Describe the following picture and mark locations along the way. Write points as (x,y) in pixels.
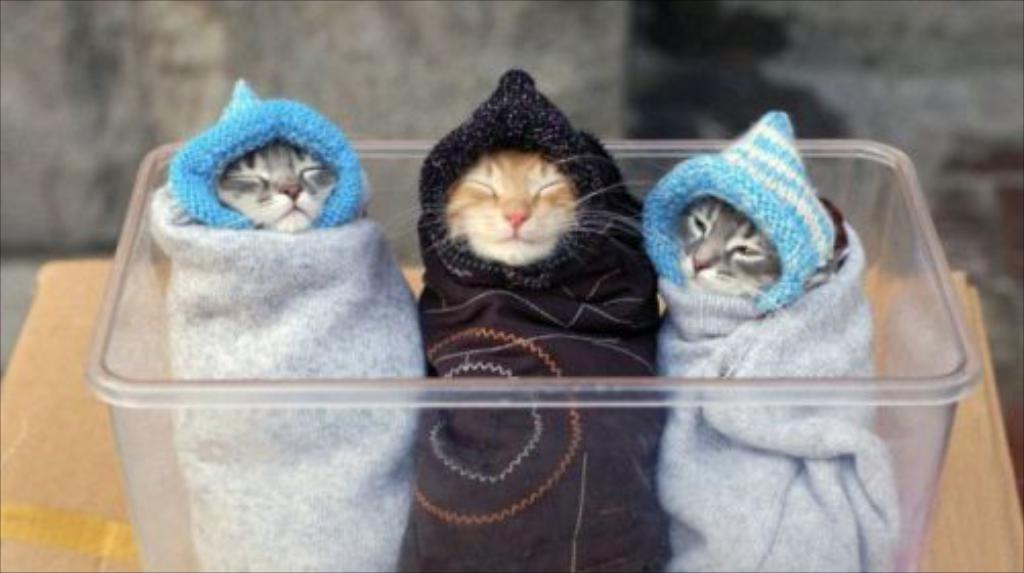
There are three kittens (362,350) in a container (308,381) as we can see at the bottom of this image (599,448), and this container (646,293) is kept on the surface (96,451). It seems like there is a wall (527,56) in the background (449,38).
